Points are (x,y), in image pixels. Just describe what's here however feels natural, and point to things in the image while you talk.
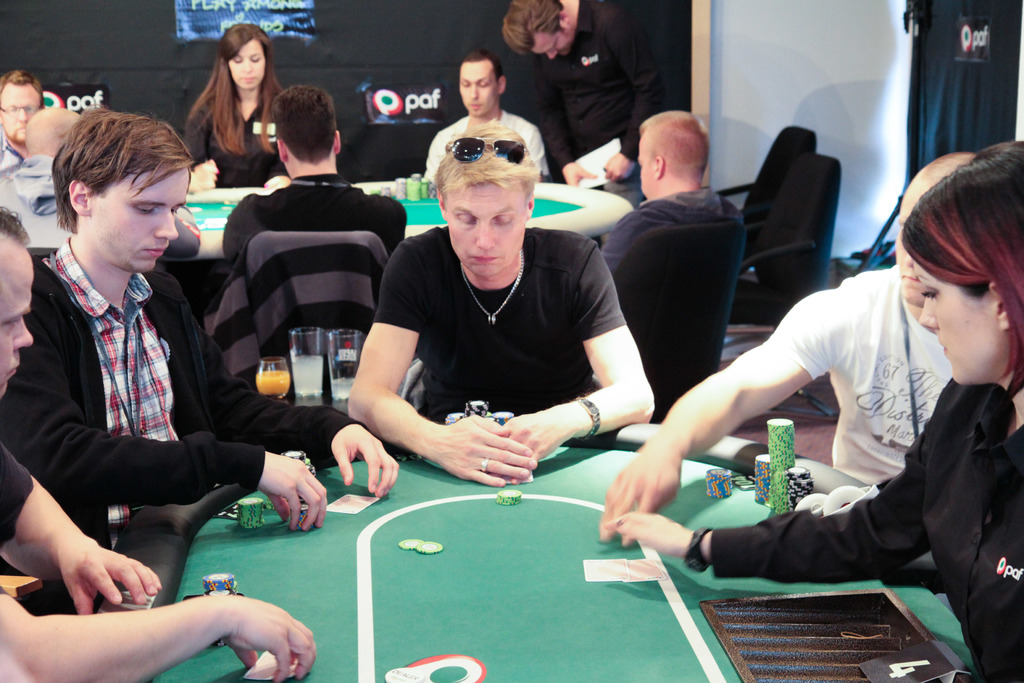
In this Image I see number of people (1000,150) who are sitting and I can also see this man (587,149) who is standing and there are tables (205,503) in front of them on which there are few things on it. In the background (727,28) I see the wall (871,199) and the cloth (968,21).
